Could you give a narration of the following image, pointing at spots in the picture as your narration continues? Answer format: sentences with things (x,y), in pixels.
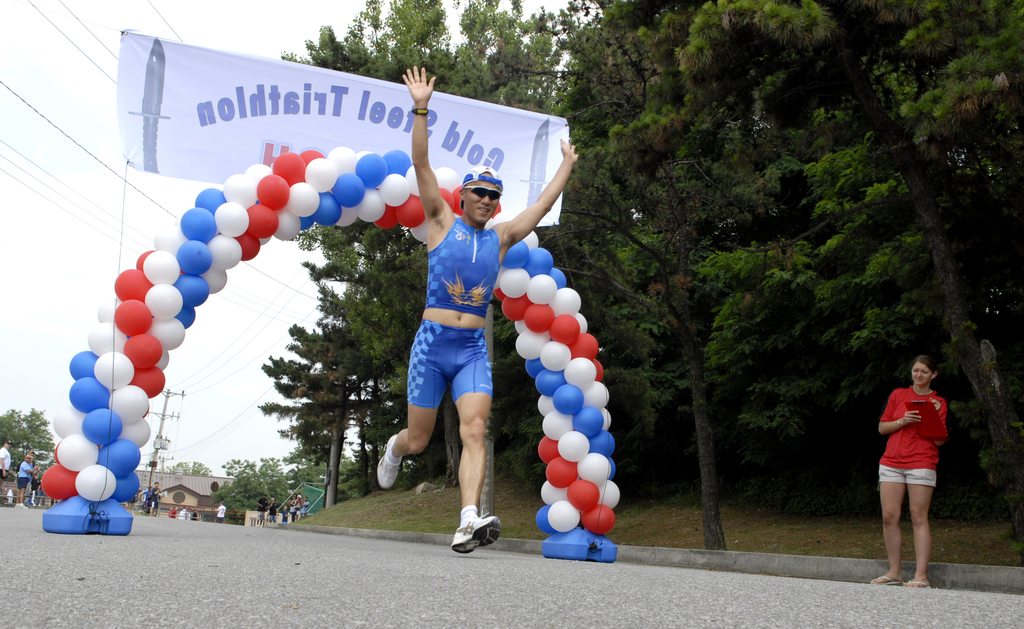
In this picture there is a man (467,432) who is running in the center of the image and there is an arch of balloons (157,267) and a poster (157,90) in the center of the image (579,331), there is a lady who is standing on the right side of the image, there are other people (38,493), trees (295,476), and houses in the background area of the image (651,297).
